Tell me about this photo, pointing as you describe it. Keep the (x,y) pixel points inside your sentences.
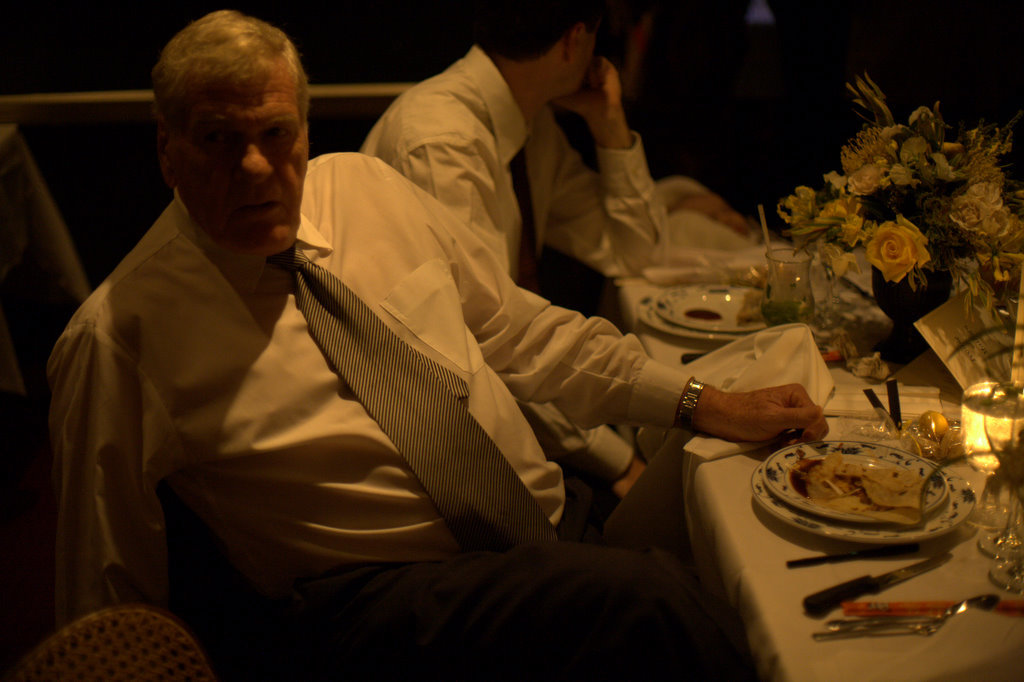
In this picture there are two people (377,303) sitting on the chairs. On the right side of the image (813,643) there are plates (650,320) and glasses (1020,552), knives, spoons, bowls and there is a flower vase (949,293) on the table (955,570). At the back (691,62) there is a black background (1010,93). On the left side of the image (5,189) it looks like a chair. In the foreground (160,626) there is a chair (114,622).
